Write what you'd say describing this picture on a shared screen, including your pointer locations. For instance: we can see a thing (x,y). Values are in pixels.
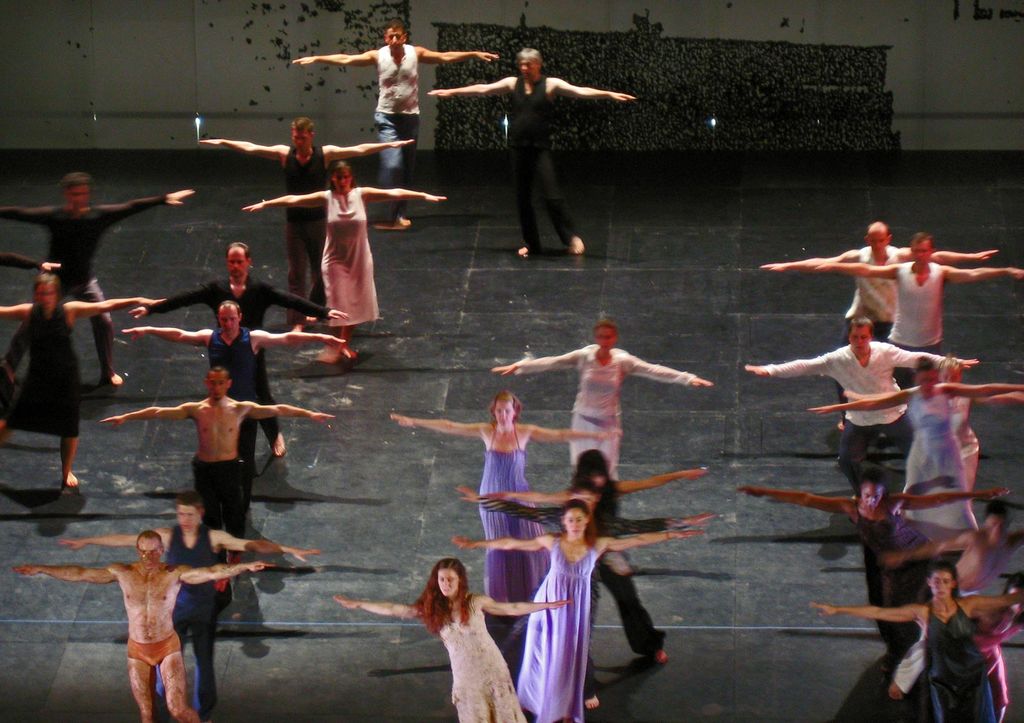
This picture is clicked inside the hall (767,330) and we can see the group of people (326,300) seems to be dancing. In the background (499,45) we can see the wall (950,57) and some other objects (499,45).
